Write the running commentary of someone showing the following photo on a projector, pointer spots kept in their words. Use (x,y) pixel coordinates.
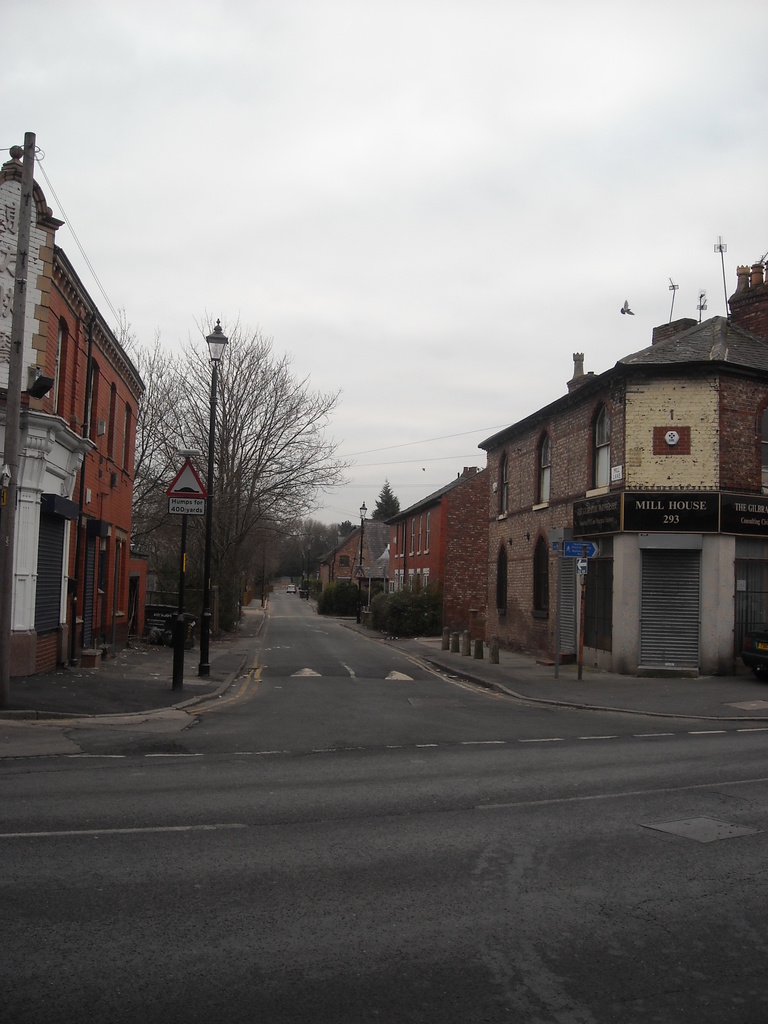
In this image I can see few roads (363,855), few poles (17,439), number of boards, buildings (728,659), trees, the sky (297,237) and on these boards (726,519) I can see something is written. I can also see few street lights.
